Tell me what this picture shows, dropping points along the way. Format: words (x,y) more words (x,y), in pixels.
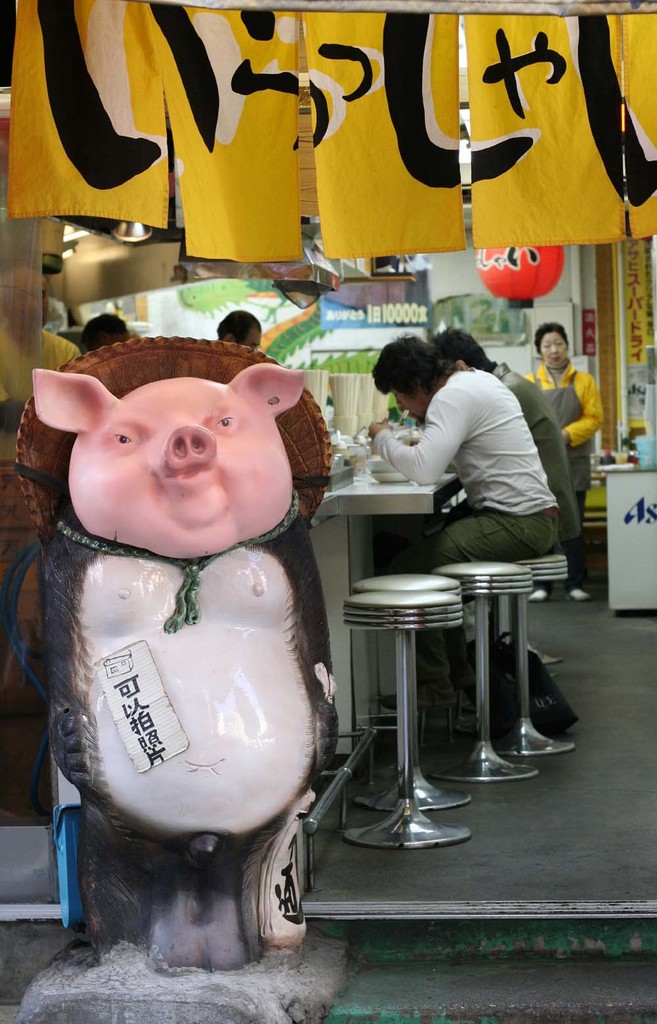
The picture is clicked inside a restaurant (533,389). There are two people (499,393) sitting on the table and eating. The restaurant staff (559,364) with uniform (559,383) is standing at the end in the image. We also observe a pig shaped idol (192,528) at the entrance (590,850). There are also few posts (258,187) attached to the roof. Beautiful designed objects (656,188) are hanged to the roof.
